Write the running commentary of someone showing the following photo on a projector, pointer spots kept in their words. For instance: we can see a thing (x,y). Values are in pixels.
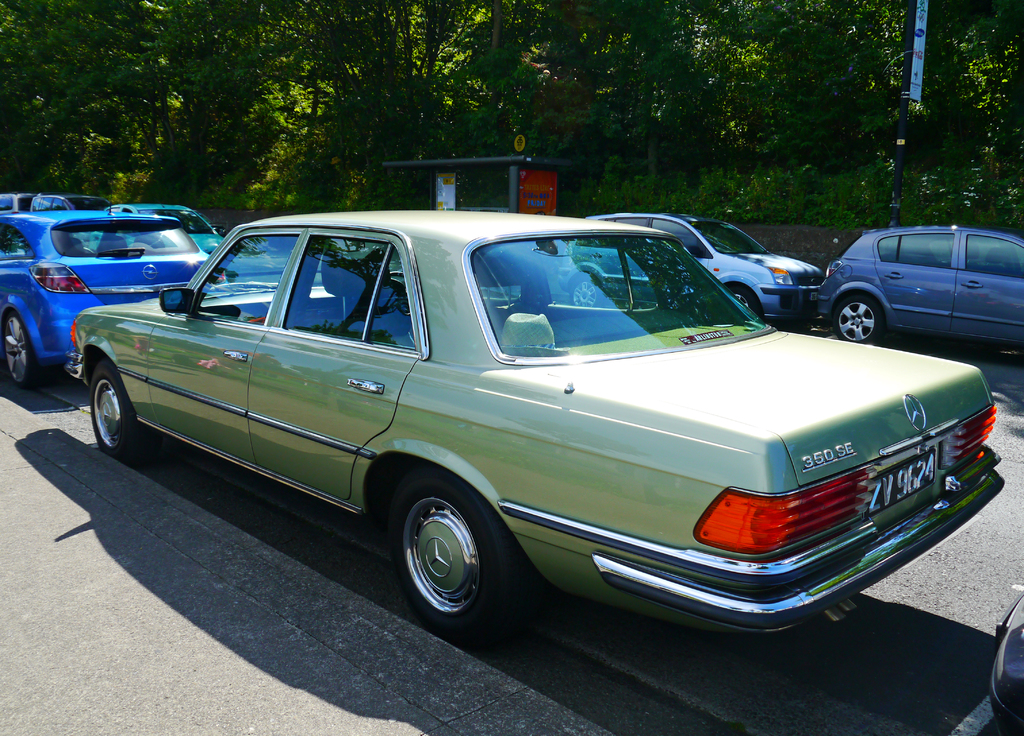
In this image there are trees (686,76), there is a pole (902,152), there is an object (921,31) on the pole (907,74), there are cars (610,324) on the road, there are cars (991,265) truncated towards the right of the image (972,289), there are cars (45,282) truncated towards the left of the image (88,229), there is an object (486,179) on the ground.
